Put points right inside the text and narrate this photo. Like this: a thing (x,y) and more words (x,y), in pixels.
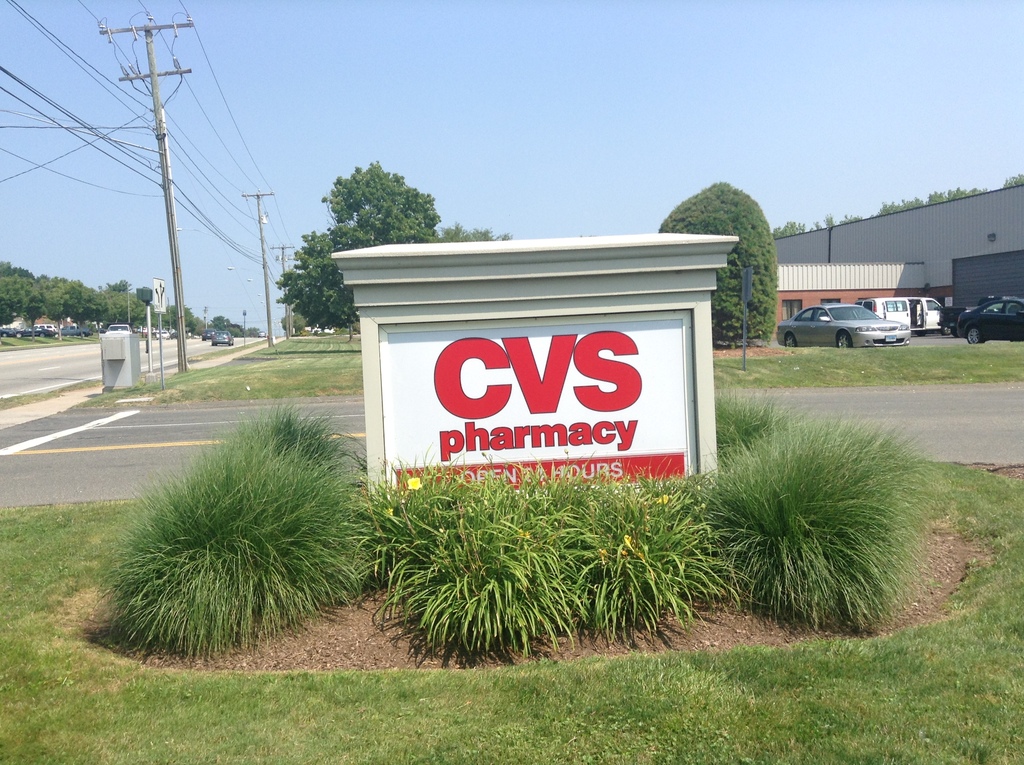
In this image I can see a cement block (489,322) with a board (586,356) attached to it and there are some words (516,351) on it. There are buildings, vehicles (830,339), lights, trees (305,264), electric poles (261,209), cables (16,156) and there are some other objects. Also there is grass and in the background (452,164) there is sky (468,107).
